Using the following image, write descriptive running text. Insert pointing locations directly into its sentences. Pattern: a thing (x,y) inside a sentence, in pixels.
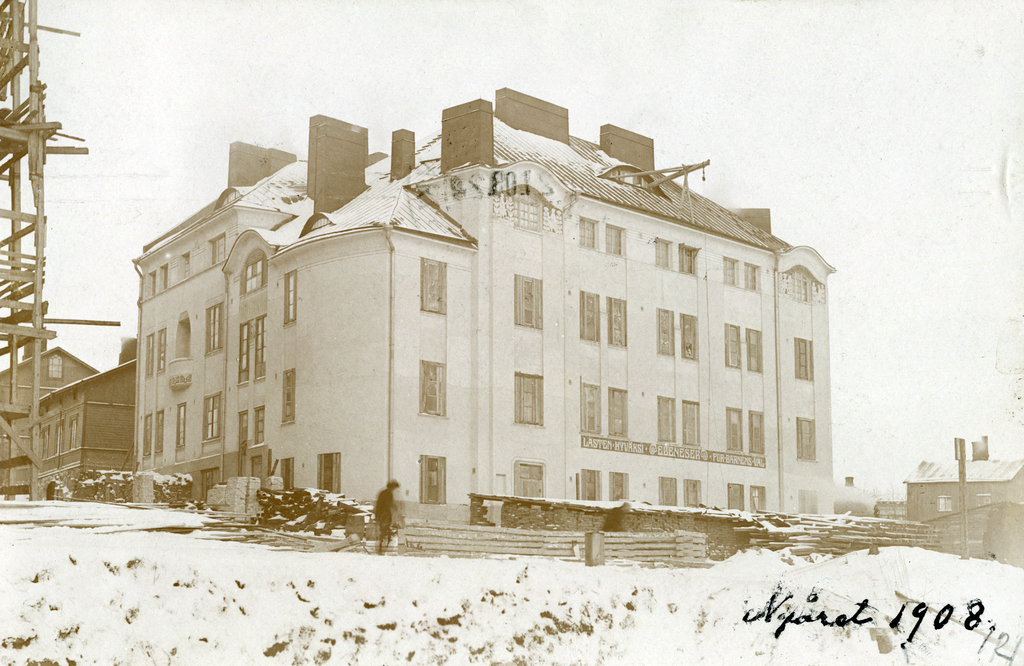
In this picture we can see a person (385,519) on the ground (295,557), fence (457,533), buildings (49,475) with windows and in the background (96,146) we can see the sky (465,74).
